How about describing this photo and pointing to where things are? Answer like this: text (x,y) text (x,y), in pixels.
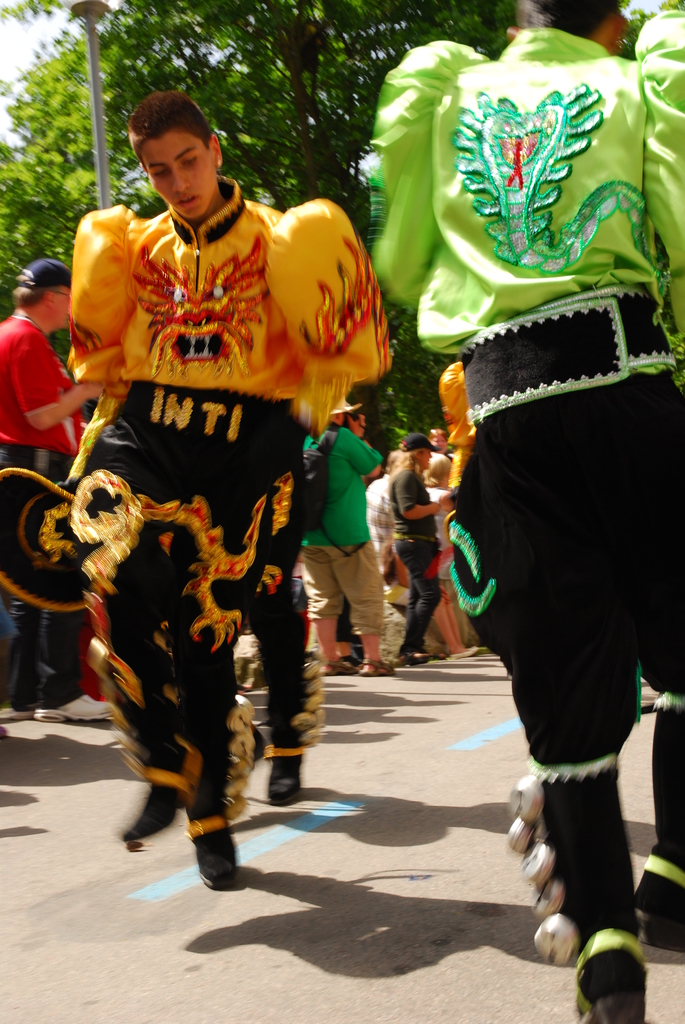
In the picture I can see these people (219,298) wearing different costumes (608,916) are walking on the road (341,700) and in the background (7,453), I can see a few more people (16,443) standing on the road (9,761) and I can see a pole (94,105) and trees (77,139).
